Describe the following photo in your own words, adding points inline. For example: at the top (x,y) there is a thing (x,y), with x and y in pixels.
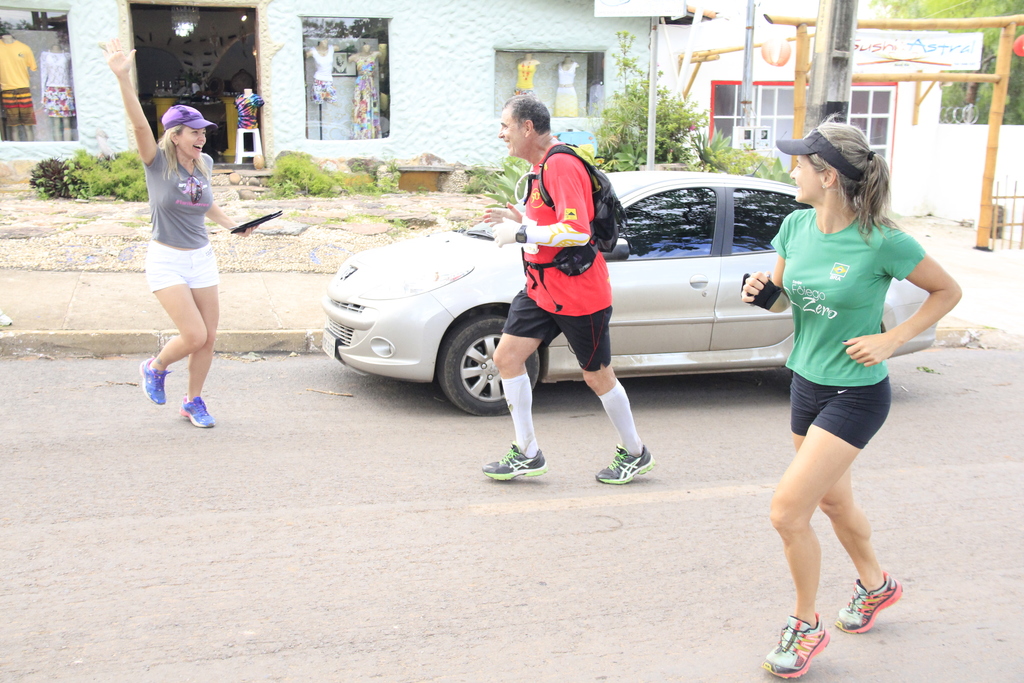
This picture describes about group of people (528,229), few people (194,395) are running on the road (657,498), and the middle person (589,232) wore a bag (614,237), beside to him we can find a car (647,296), in the background (382,86) we can see few mannequins (9,78), plants (129,156), poles (653,163) and houses (698,88), and also we can see trees (989,39).
